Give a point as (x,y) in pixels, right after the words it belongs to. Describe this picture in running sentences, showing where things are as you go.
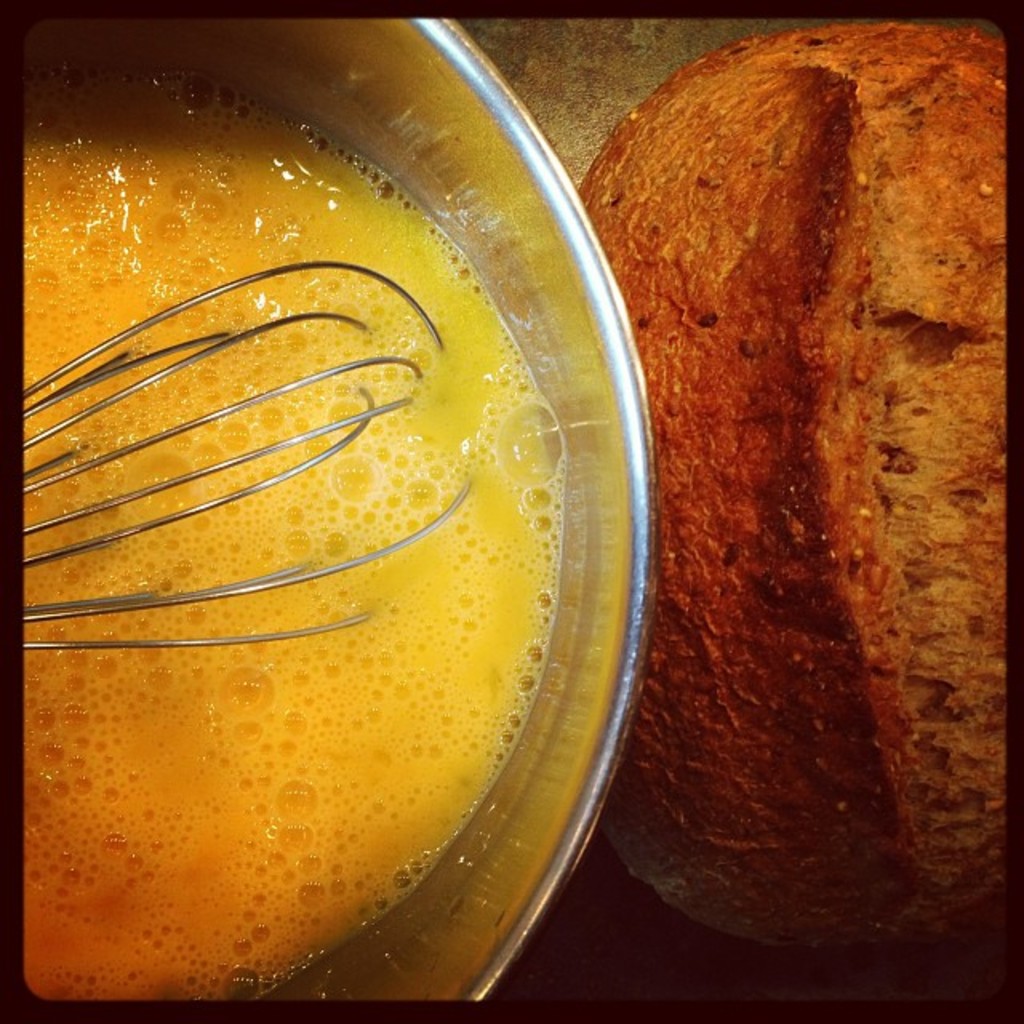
In this picture, we see a bowl (539,809) containing beaten eggs (391,715), whisk (304,469) and an edible (758,325) are placed on the table (661,45).
